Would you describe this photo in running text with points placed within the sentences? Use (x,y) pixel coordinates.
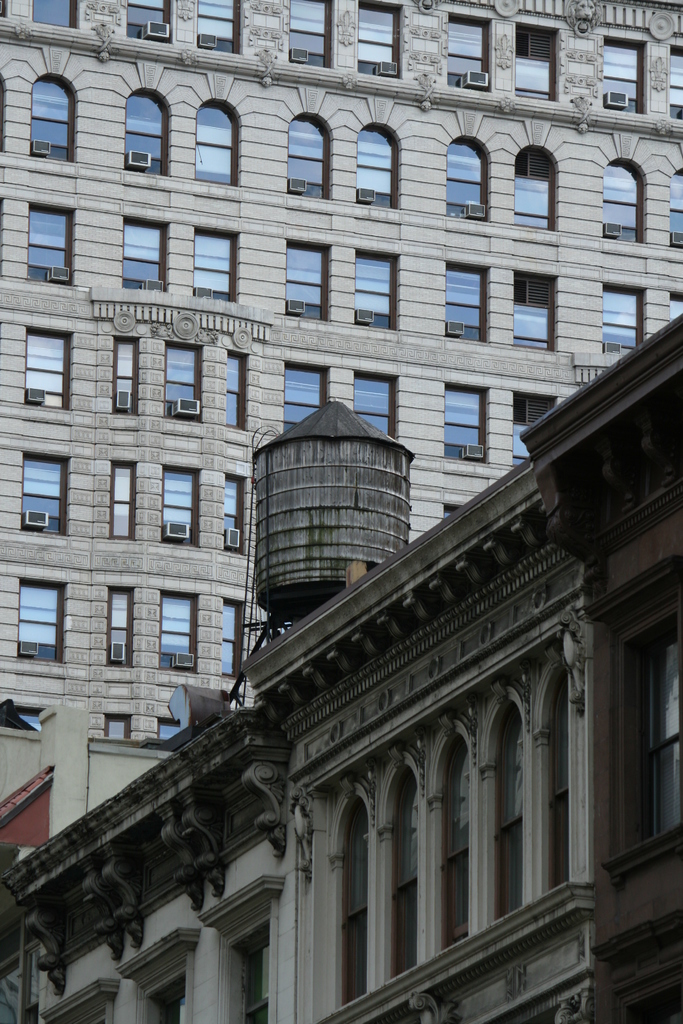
In this image, we can see buildings (277,428).
